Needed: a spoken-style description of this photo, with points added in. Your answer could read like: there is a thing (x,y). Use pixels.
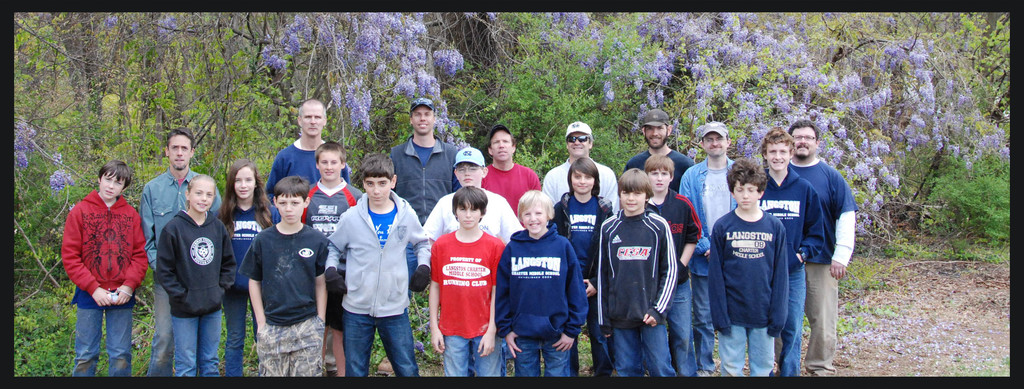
In this image we can see people (519,265) standing on the ground (906,285). In the background (657,31) there are trees (842,100), flowers (793,79) and grass (891,246).
